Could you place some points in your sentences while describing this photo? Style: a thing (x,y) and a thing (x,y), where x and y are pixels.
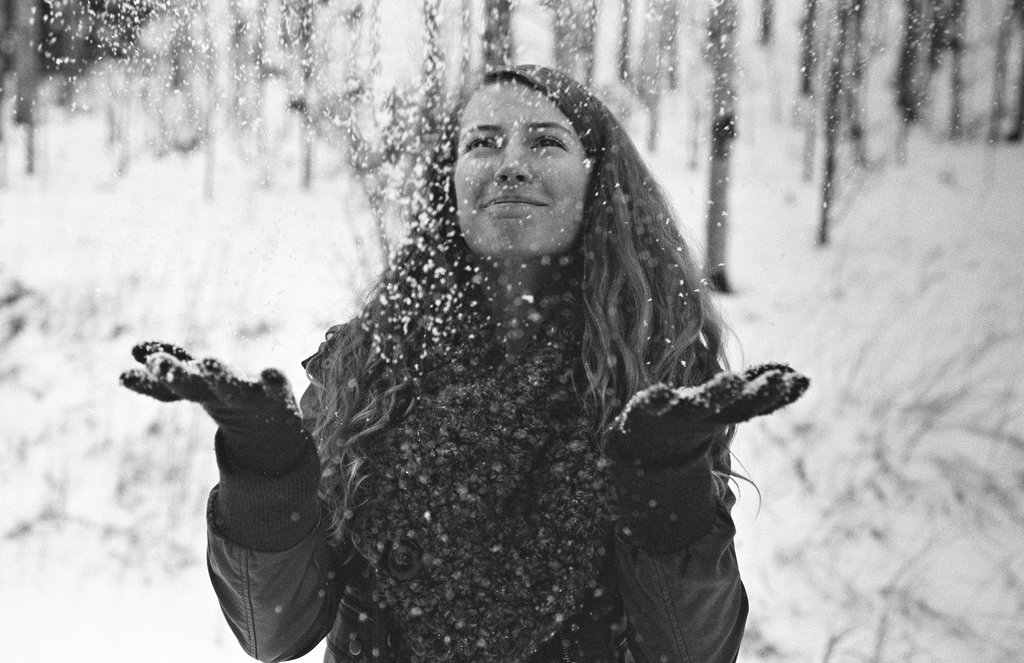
A woman (525,436) is playing with the snow (750,545), she wore coat (693,602). This is the snow (876,363), this image is in black and white color.
